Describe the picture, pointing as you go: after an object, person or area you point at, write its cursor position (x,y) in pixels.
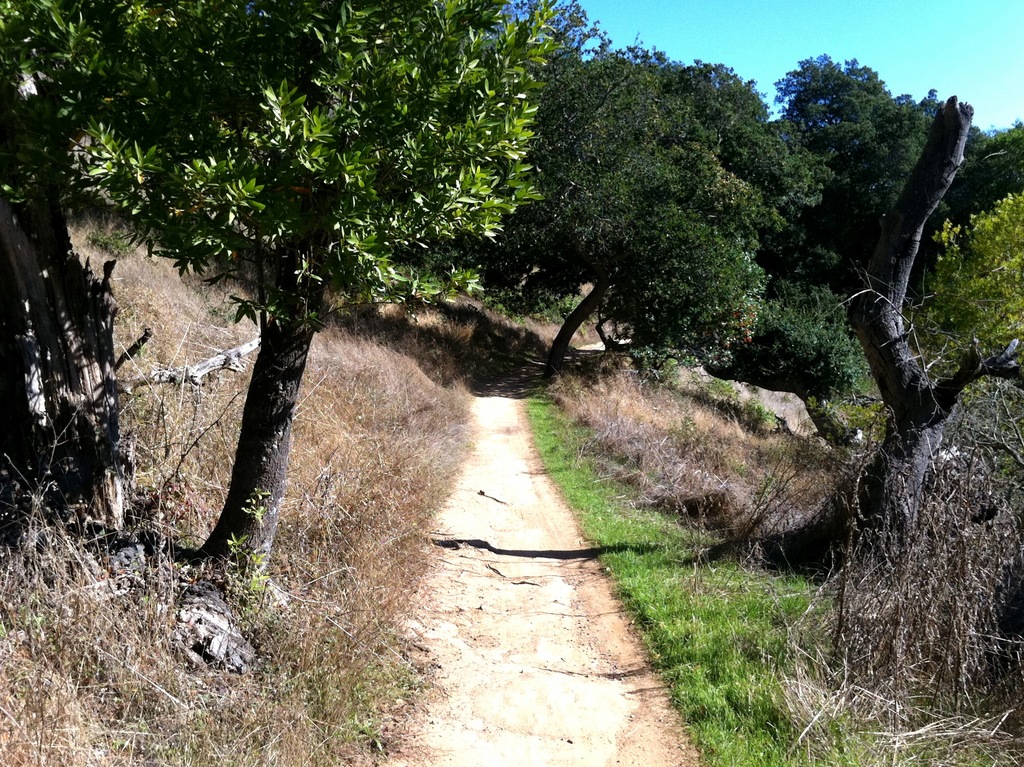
In the center of the image (506,482) there is a road (452,682). On the right side of the image (781,154) we can see trees (617,161), grass (789,491). On the left side (172,5) we can see trees (244,559), grass (214,403) and some wood (56,361). In the background (831,123) there are trees (812,110) and sky (697,38).
